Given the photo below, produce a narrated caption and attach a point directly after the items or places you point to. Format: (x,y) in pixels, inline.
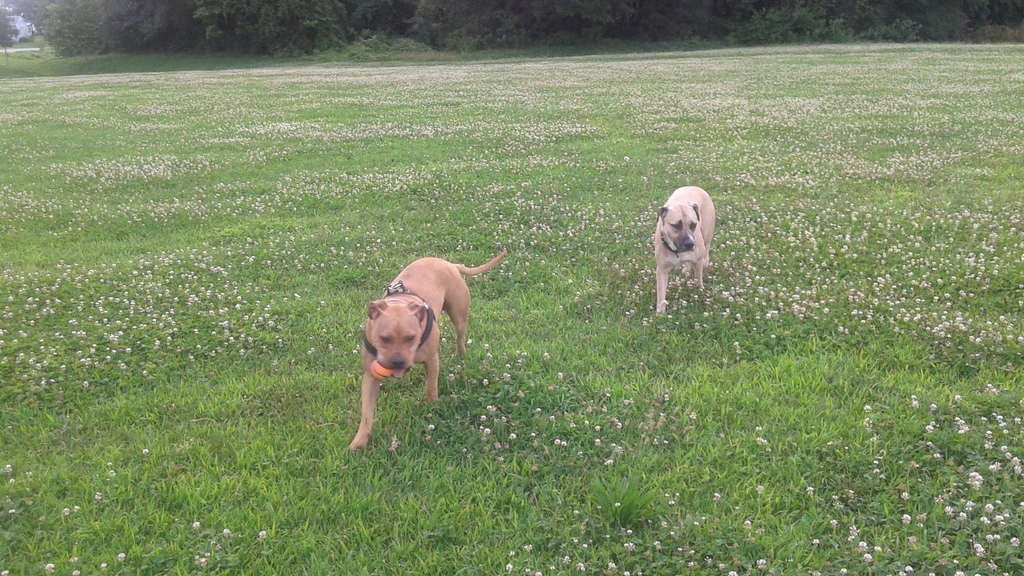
In this image, we can see some plants (811,273) in the grass (142,399). There are two dogs (691,245) in the middle of the image (386,340). There are some trees (298,28) at the top of the image (480,15).
